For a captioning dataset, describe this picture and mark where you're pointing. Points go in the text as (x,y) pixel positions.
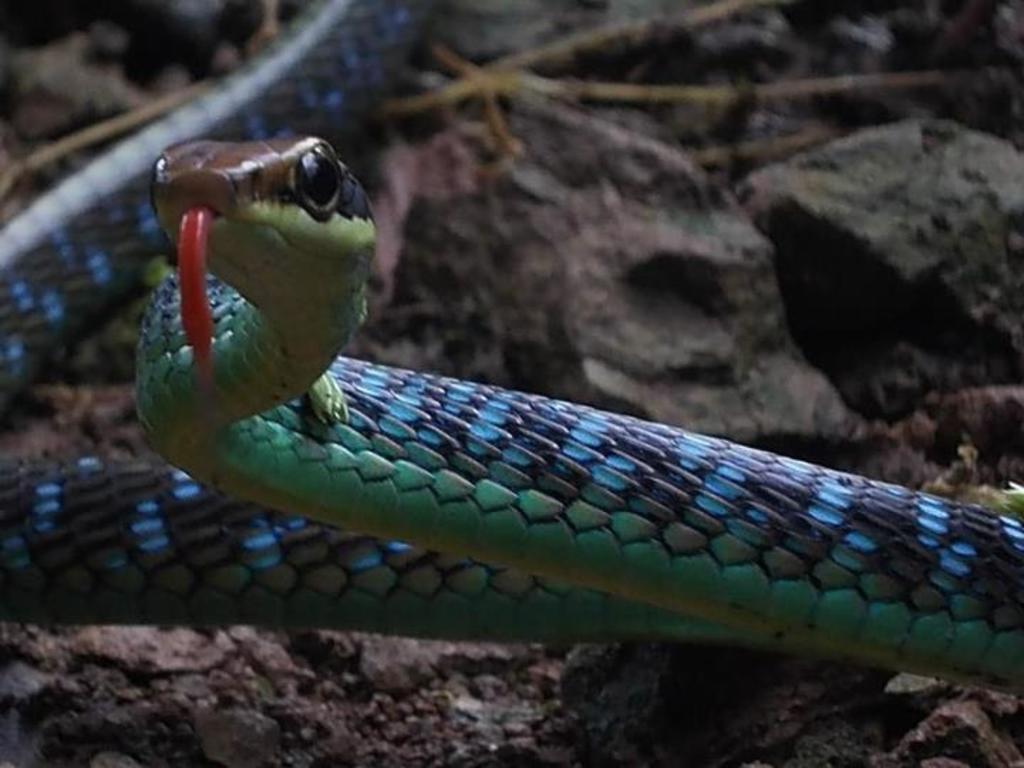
In this picture there is a snake (436,434) in the center of the image (370,444) and there are stones (688,293) in the background area of the image (547,209).
